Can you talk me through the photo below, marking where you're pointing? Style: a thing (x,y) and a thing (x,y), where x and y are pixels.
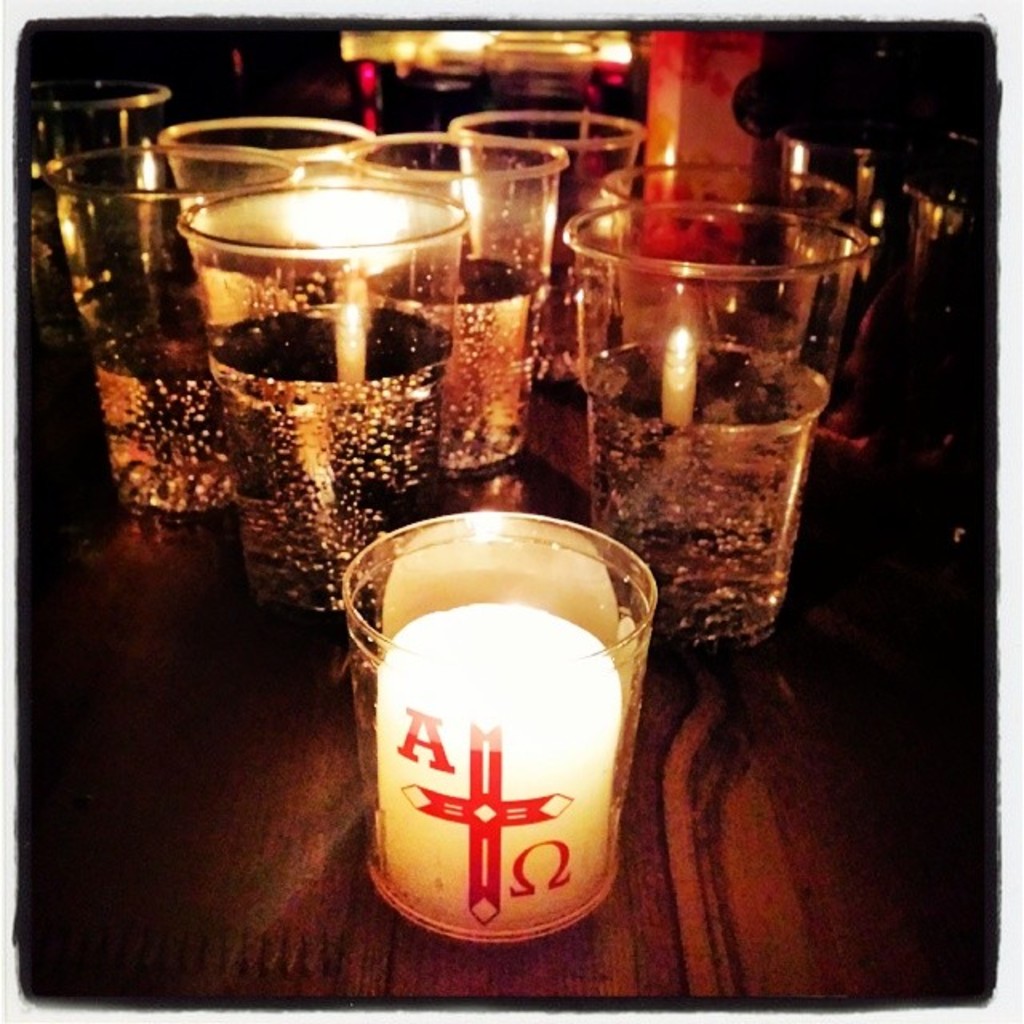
In this image I can see many glasses (497,388). These glasses (520,528) are on the brown color surface (711,907). I can see there is a blurred background (470,49).
